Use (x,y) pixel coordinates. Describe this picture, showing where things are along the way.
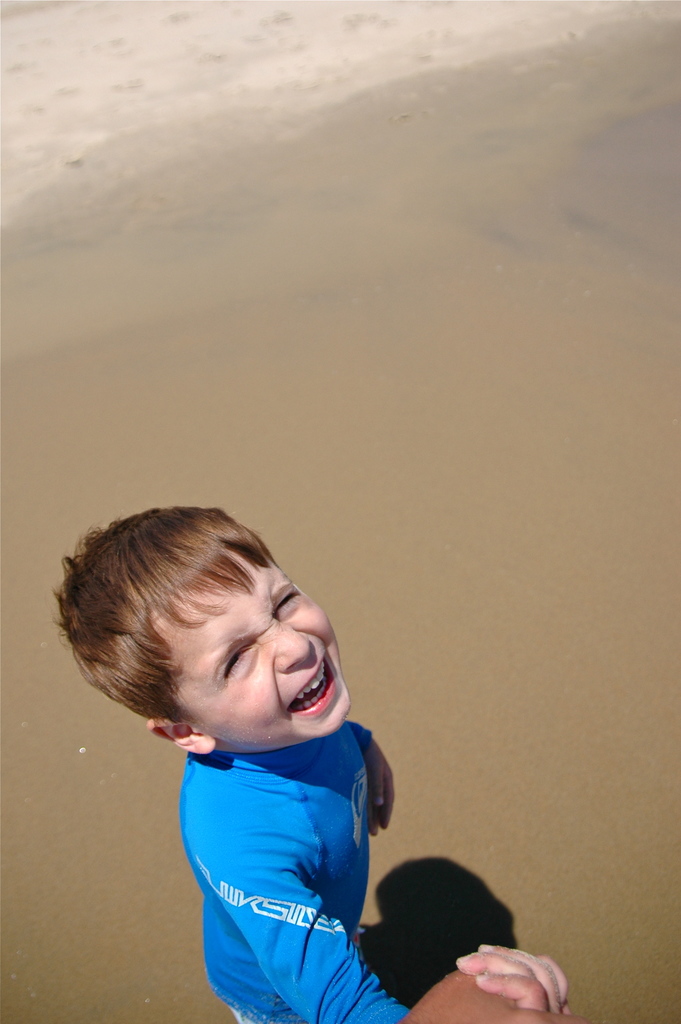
In the image there is a boy (283,648) in blue t-shirt (325,823) walking on the sand (411,396).
